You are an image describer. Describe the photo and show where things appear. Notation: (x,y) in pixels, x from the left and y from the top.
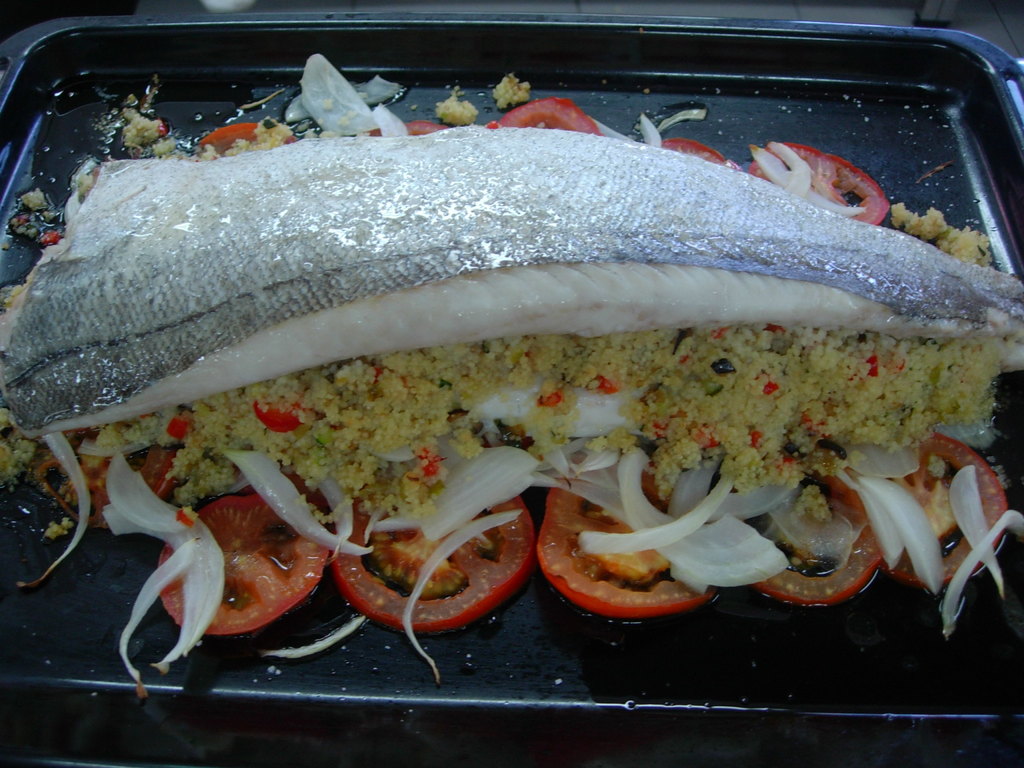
In this picture we can see a food dish (231,593) with silver color fish (311,343), tomatoes (277,520) and onions (514,479) placed on the black tray (68,154).
